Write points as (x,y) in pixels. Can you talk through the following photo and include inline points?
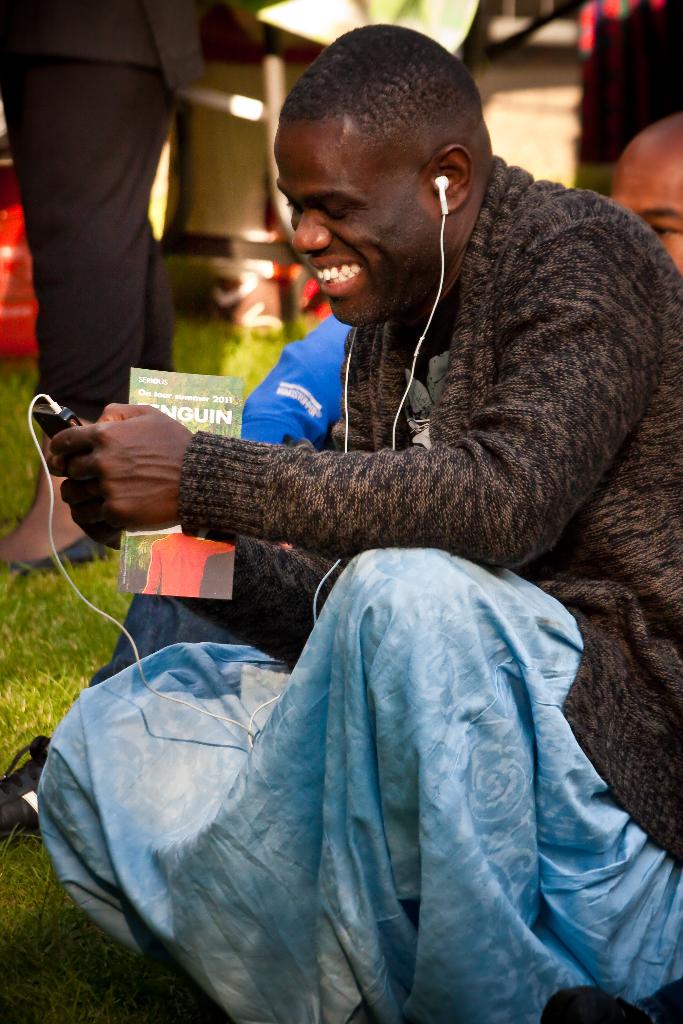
In this picture we can see the man (407,428), sitting on the ground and holding a mobile phone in the hand (124,465). Behind we can see the man (99,192) wearing a black suit (137,282) and standing.
